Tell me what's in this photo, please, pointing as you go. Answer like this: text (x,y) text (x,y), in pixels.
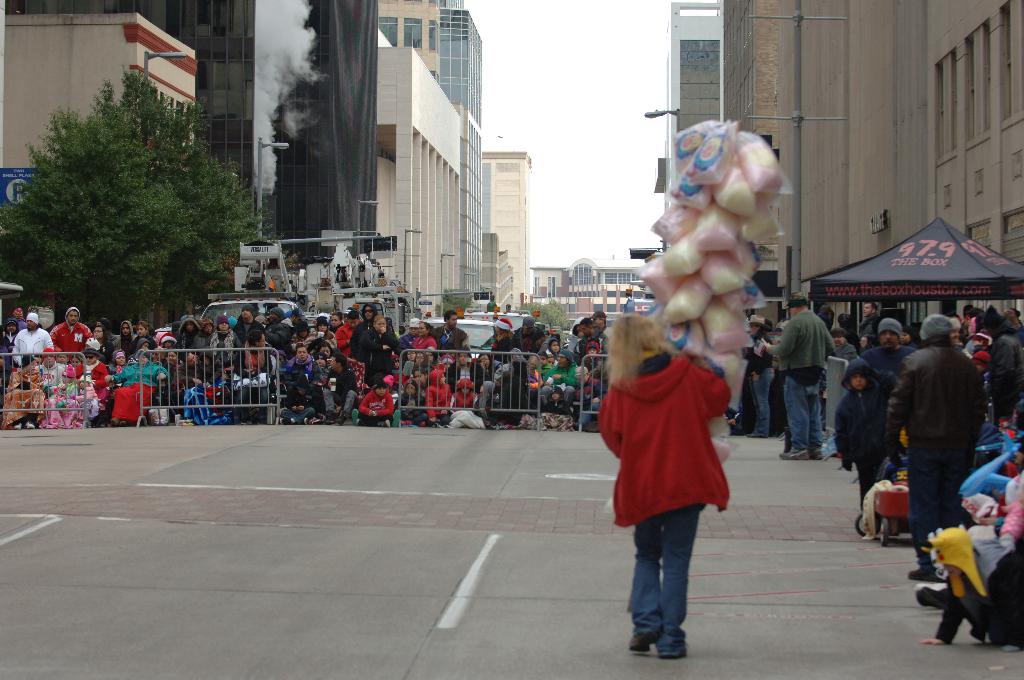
In the image we can see there is a person (661,506) standing and she is holding a plastic packets (756,197) in her hand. There are spectators (43,387) watching and standing on the road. There are barricades (65,375) and there are vehicles (362,289) parked on the road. Behind there is a tree (79,261) and there are buildings (424,276). There is a clear sky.
